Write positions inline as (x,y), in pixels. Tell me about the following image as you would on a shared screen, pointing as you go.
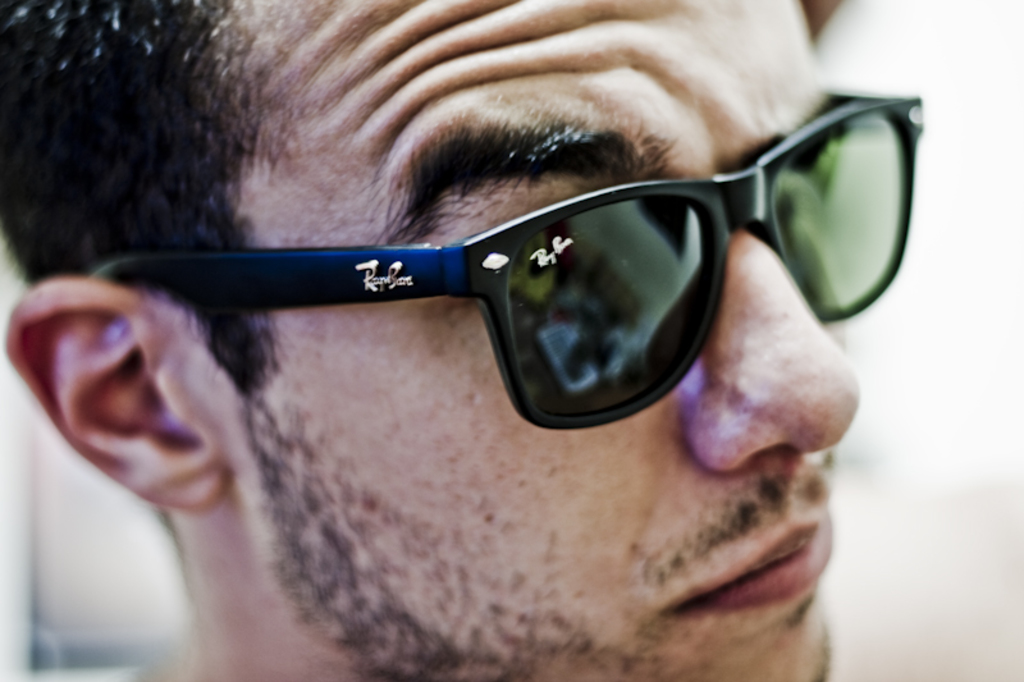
Here I can see a man's head (517,451) wearing black color goggles (647,301) and looking at the right side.
